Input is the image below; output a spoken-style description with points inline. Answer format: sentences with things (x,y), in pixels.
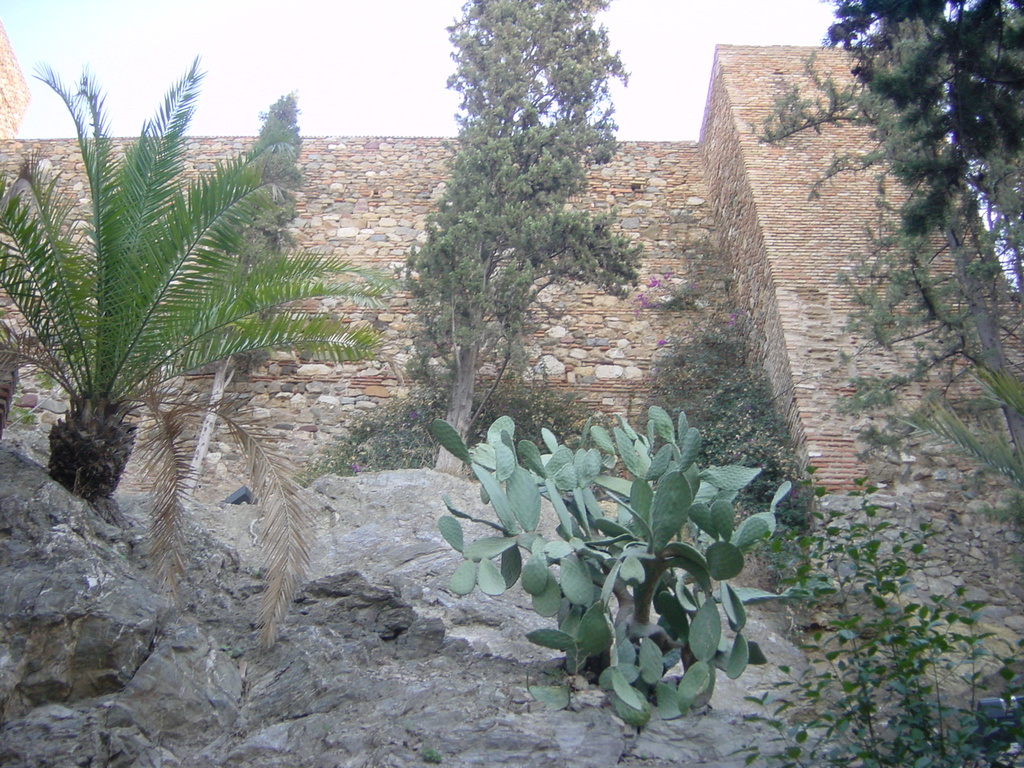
At the bottom of this image (81,616) I can see some rocks (206,541) and plants (944,636). On the top of the image (740,199) there is a wall (687,194) and trees (562,90) and also I can see the sky (226,18).
